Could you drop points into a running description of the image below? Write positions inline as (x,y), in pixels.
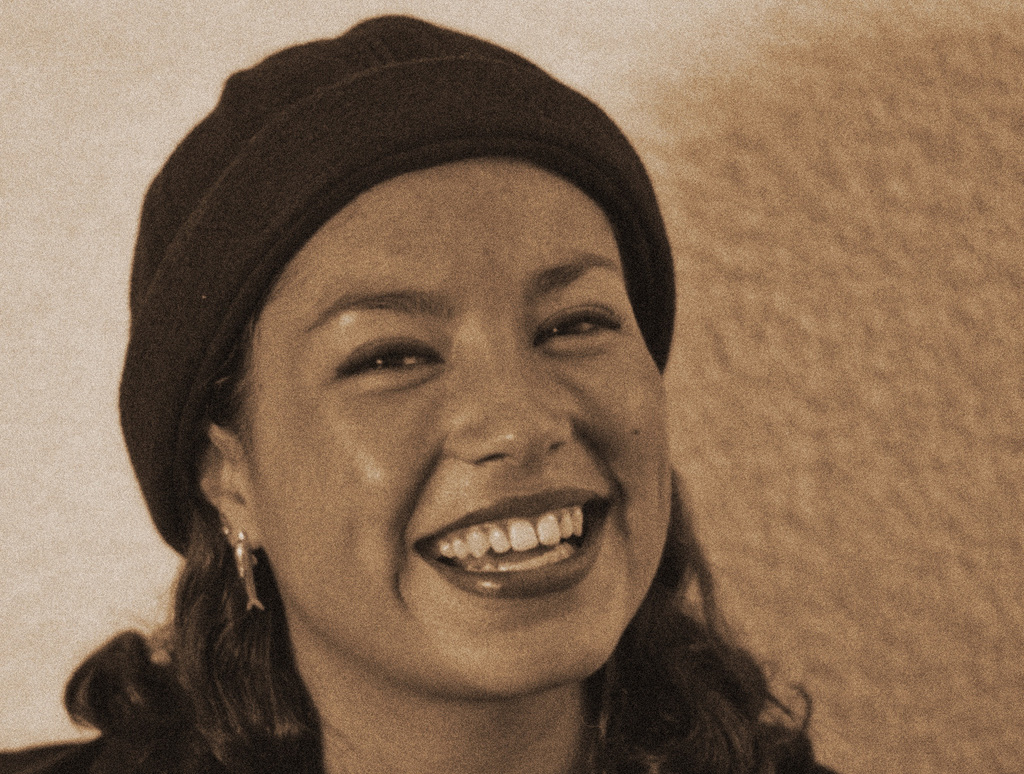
In the image in the center (498,374) we can see one person (630,630) smiling and wearing hat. In the background (978,205) there is a wall (128,204).
